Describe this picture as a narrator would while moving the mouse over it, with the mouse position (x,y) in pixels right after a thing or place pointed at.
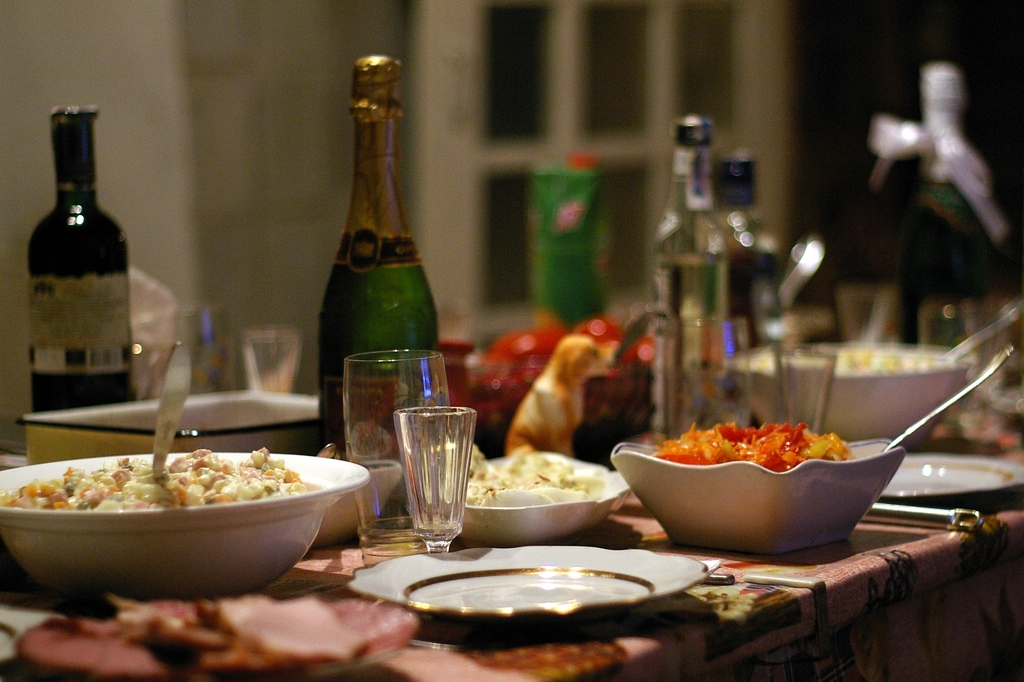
This is a picture taken in a room (853,253), this is a table (878,528) on the table (889,580) there is a bowl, spoon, glass (435,450), bottle (374,267) and a box (254,406). Background of this table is a wall (184,142).
